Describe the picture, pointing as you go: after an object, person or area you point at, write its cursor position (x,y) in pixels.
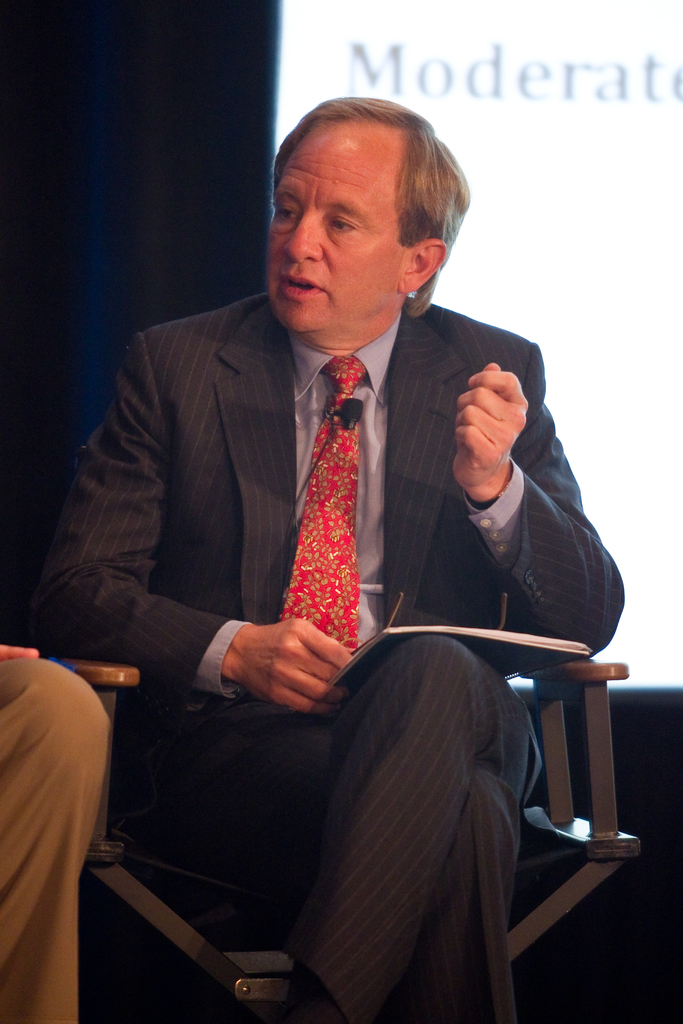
There is a person (486,328) in a suit (519,456) keeping a book (537,652) on his lap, sitting on a chair (528,839) and speaking. In the background (494,22), there is a screen (298,62). And the background (227,25) is dark in color.
